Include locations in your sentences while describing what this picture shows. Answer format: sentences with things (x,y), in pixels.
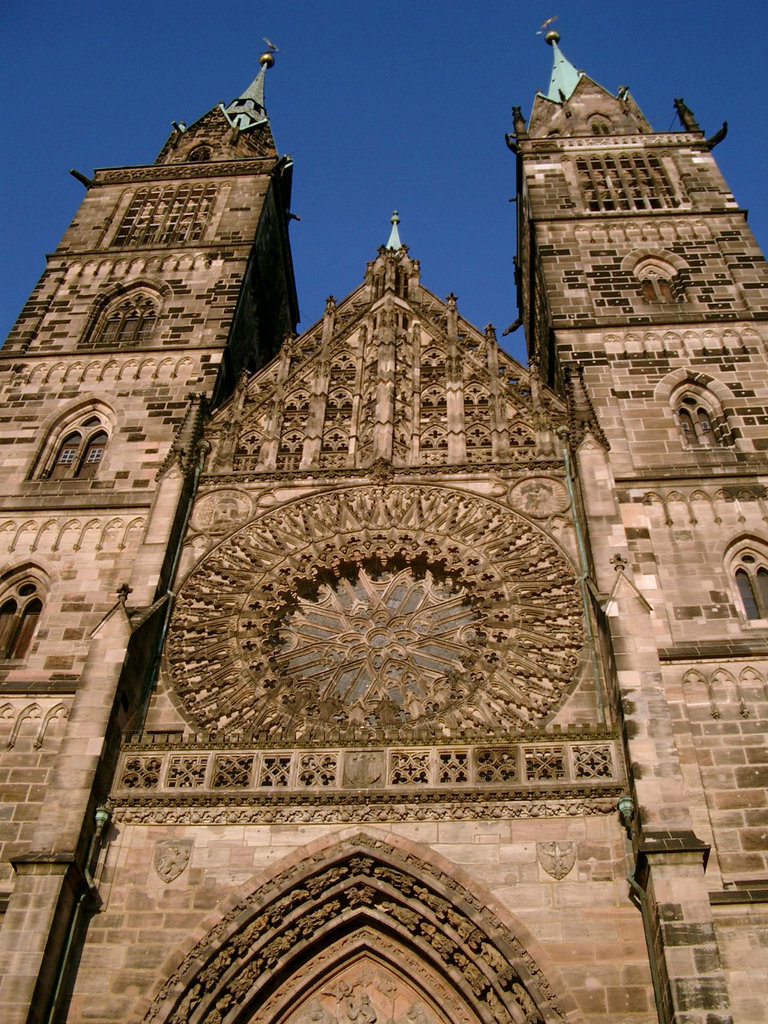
In this image I can see a tower (584,266) and at the top (438,81) I can see the sky (424,123).
